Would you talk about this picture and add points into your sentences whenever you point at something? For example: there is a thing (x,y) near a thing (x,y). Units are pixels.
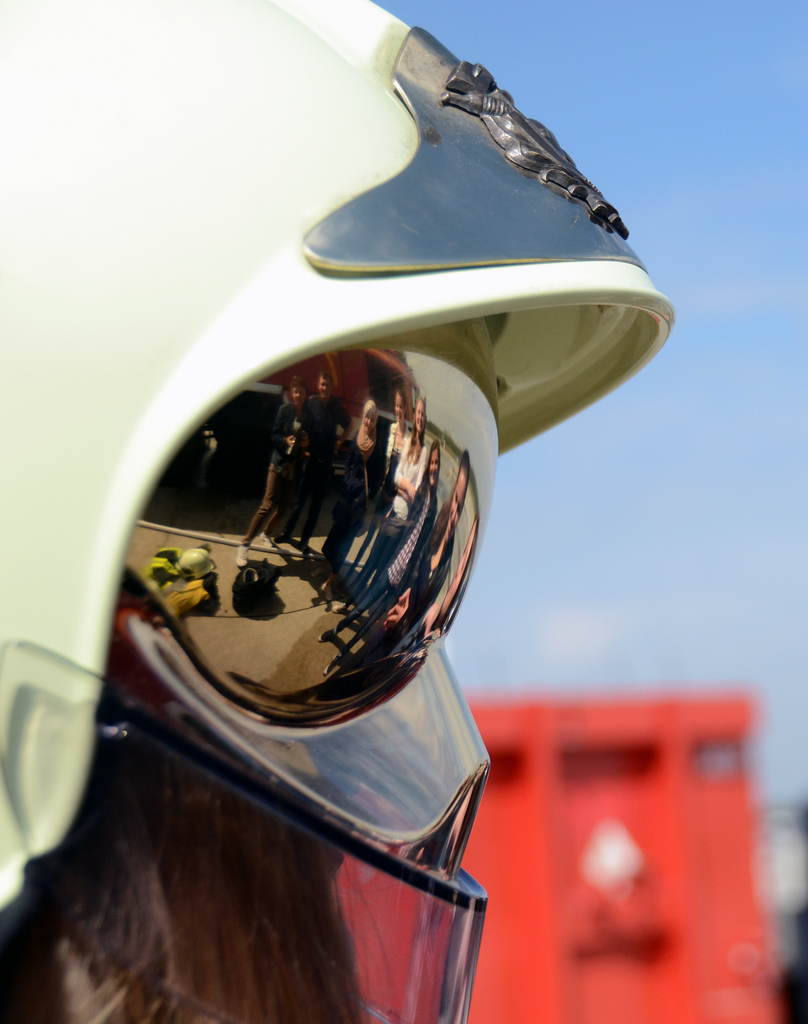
Here in this picture we can see goggles (414,357) and helmet (9,246) present over there and in the far we can see something (508,708) in red color present over there.
